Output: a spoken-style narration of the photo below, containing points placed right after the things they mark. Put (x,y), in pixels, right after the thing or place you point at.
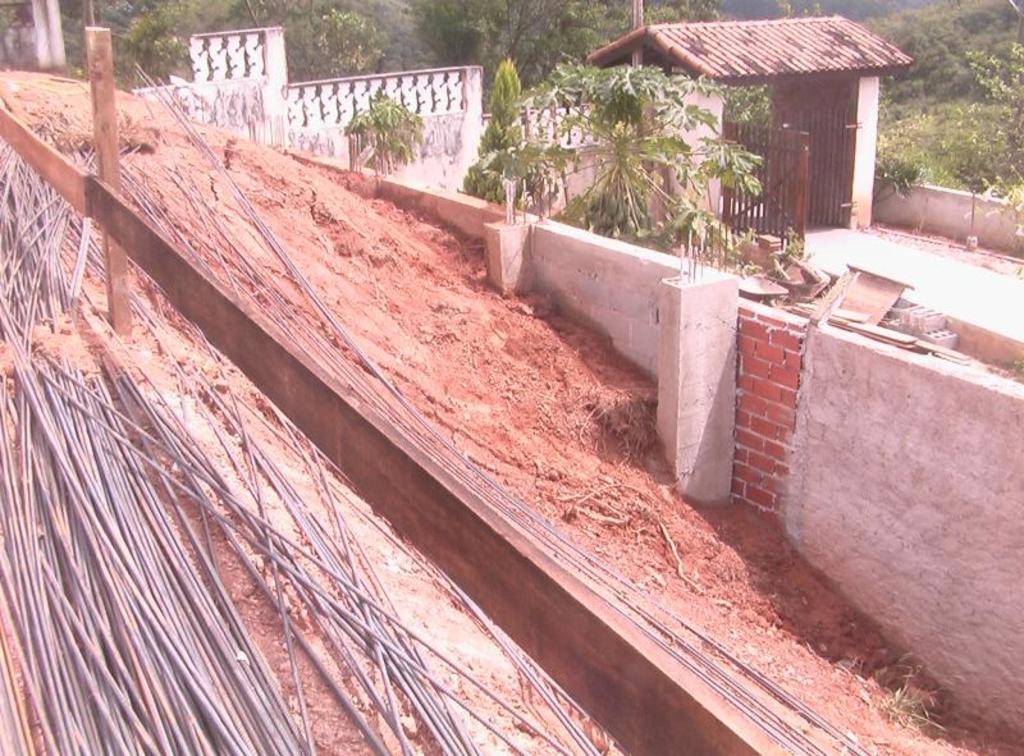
In this image we can see some metal rods (351,582) placed beside a wooden fence (523,637). We can also see some plants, a house (823,167) with roof (806,74), fence (436,175), mud (522,457) and a group of trees (710,12).
